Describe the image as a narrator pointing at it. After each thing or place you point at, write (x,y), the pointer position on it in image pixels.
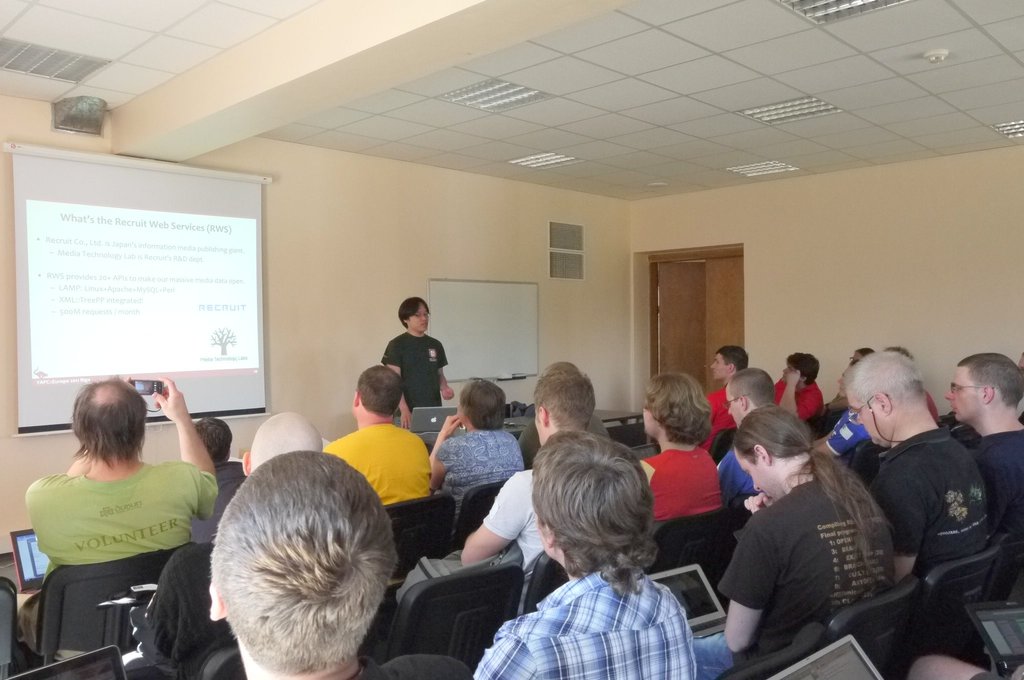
This image is taken in a room (615,482). In this image we can see the people (837,573) sitting on the chairs (740,676). We can also see some people (826,581) holding the laptops (824,672). In the background (438,375) we can see some person (413,357) standing. We can also see the display screen (116,279) with the text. Image also consists of a board (500,337), doors (715,290) and also the wall (379,216). We can also see the ceiling (733,62) with the ceiling lights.
